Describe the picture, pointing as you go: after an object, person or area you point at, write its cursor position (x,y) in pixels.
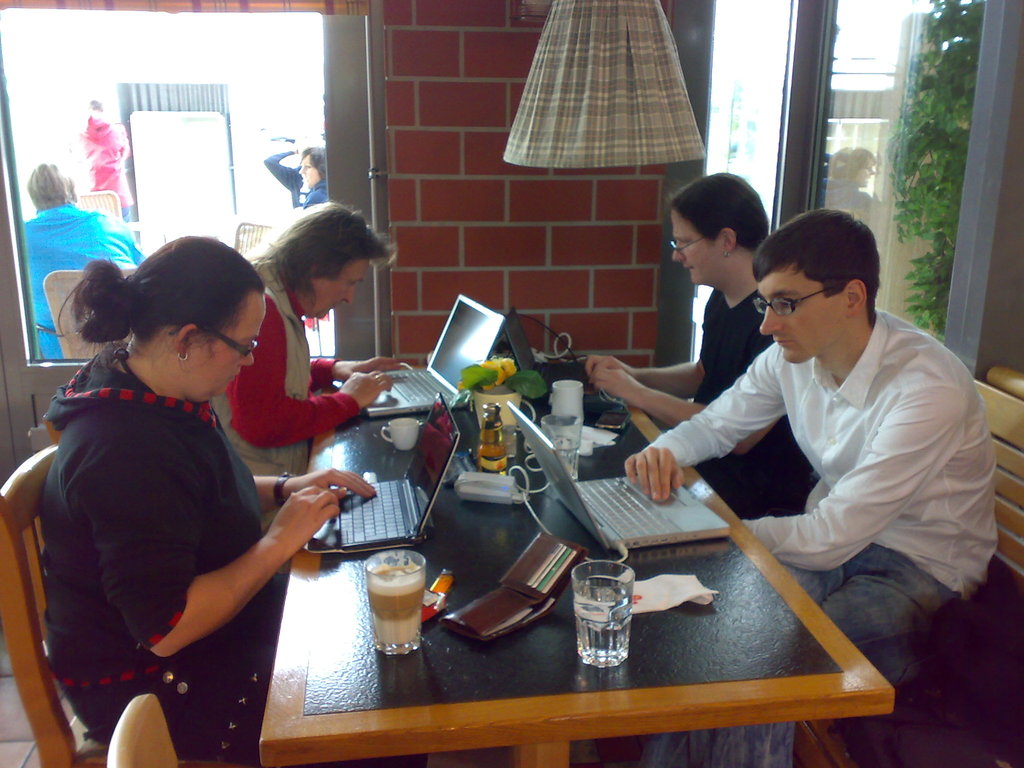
In a room (751,451) 4 people (129,420) are seated on the chairs (154,737), operating the laptop (444,480). In the center (646,418) there is a table (473,728) on which there are laptops (434,455), glasses (583,649), wallet (527,596), cup (395,430) and a flower pot (476,397). At the back (472,204) there is a brick wall (524,206) and glass windows (300,32).
